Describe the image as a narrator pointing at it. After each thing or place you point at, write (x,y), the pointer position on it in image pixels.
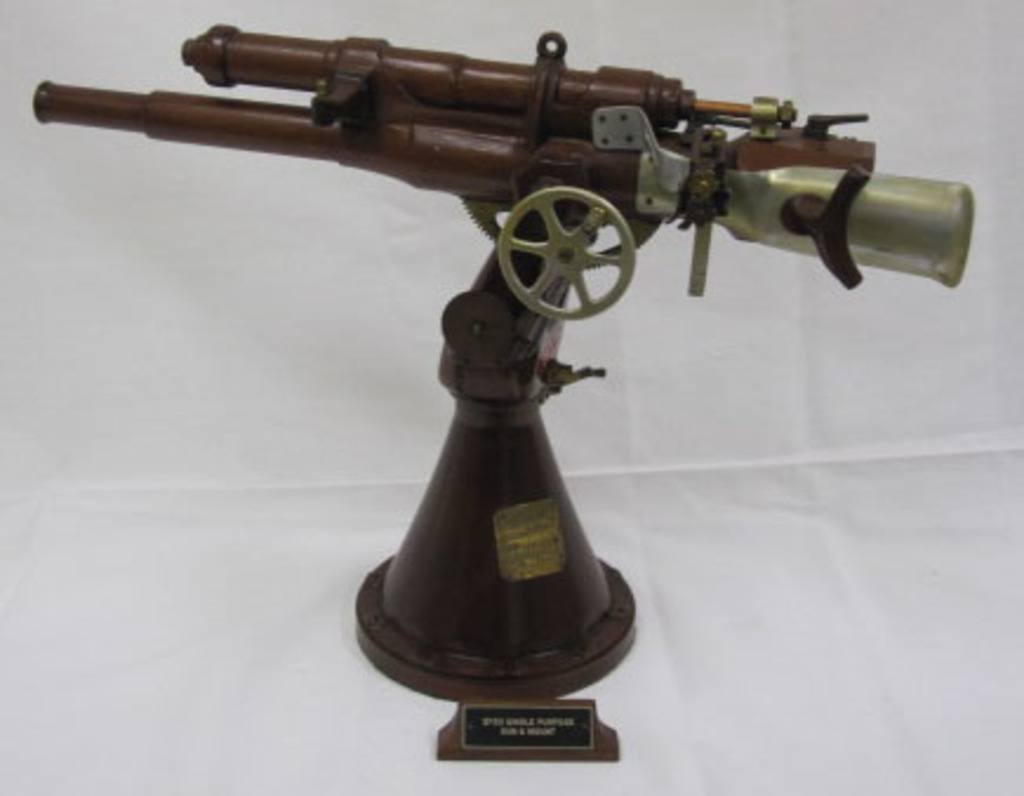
In this picture we can observe a model of a weapon (493,175) fixed to the stand (487,489). This weapon (597,178) is in brown color. This weapon (571,152) is placed on the white color surface (54,638).
